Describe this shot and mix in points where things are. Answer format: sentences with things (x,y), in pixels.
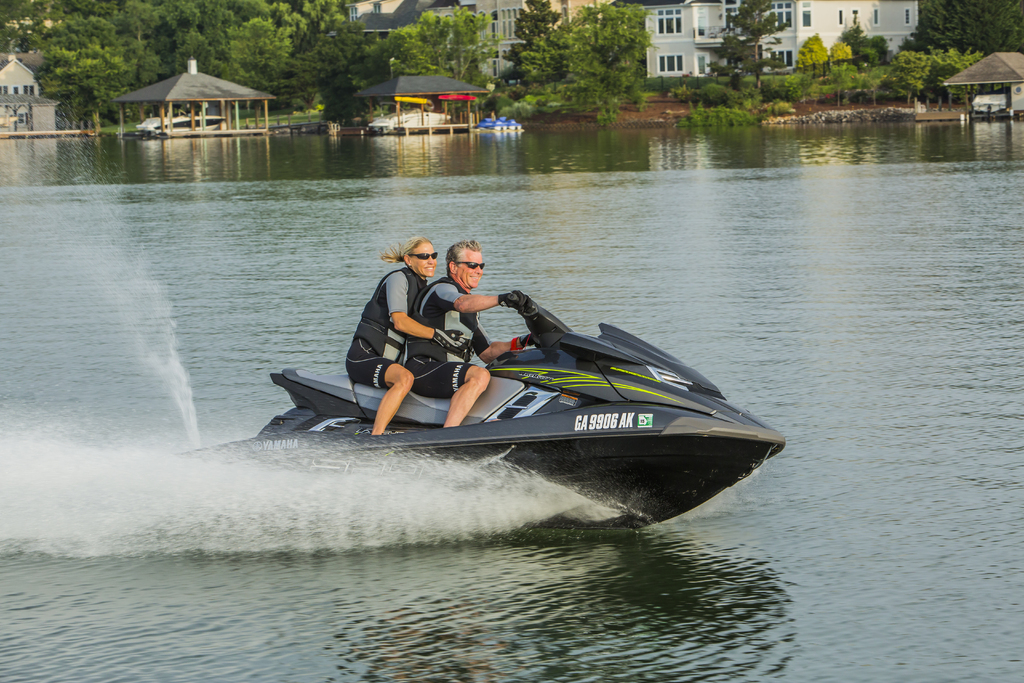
In this image I can see a two person (482,328) sitting on the speedboat (624,393). It is in black and ash color. Back I can see buildings (670,33), windows (671,64), trees (147,49) and sheds (177,87). We can see water (223,237).
